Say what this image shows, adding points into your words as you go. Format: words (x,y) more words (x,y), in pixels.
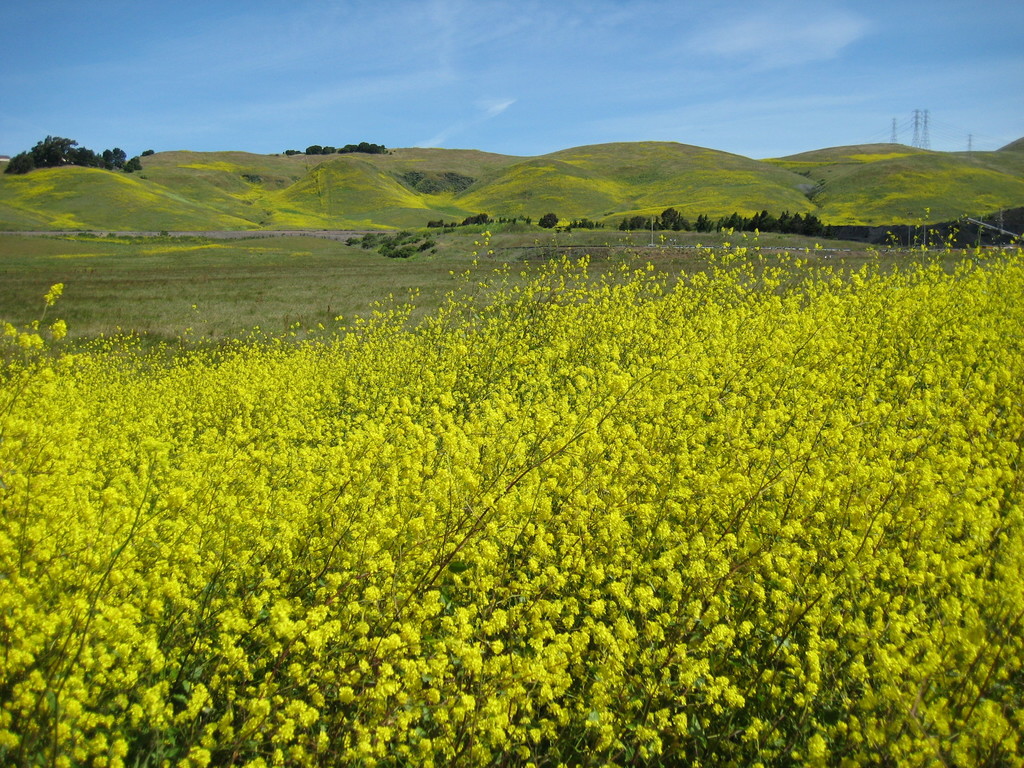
In this image we can see plants (662,369), mountains (607,177), the poles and in the background (527,60) we can see the sky (403,99).
